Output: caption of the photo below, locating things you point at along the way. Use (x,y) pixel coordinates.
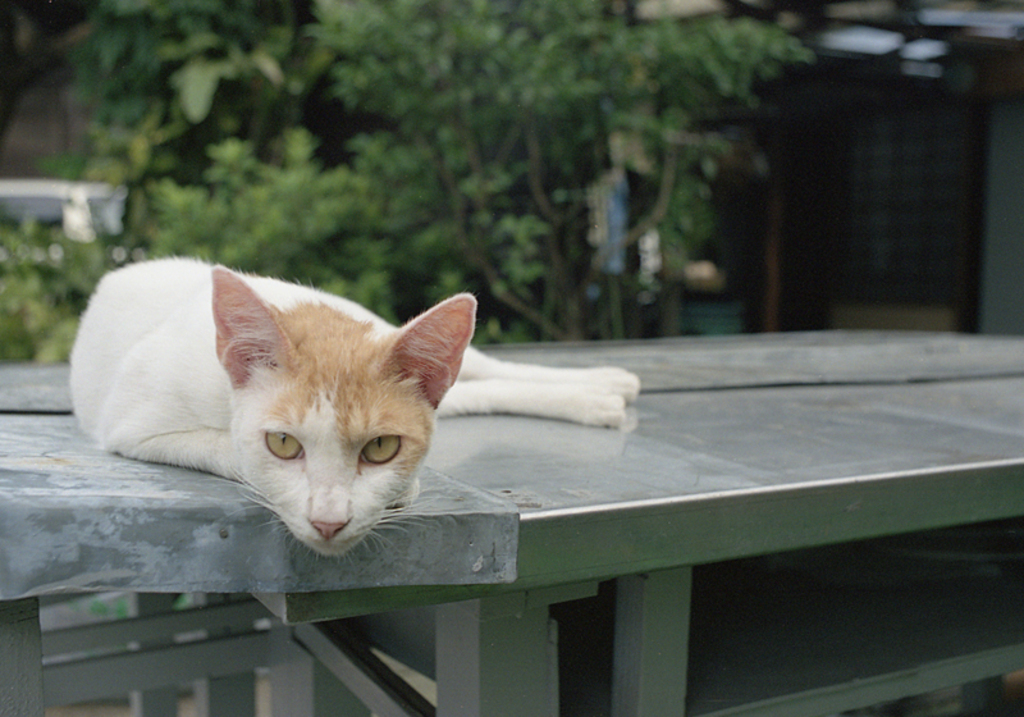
In this image there is a cat (240,427) laying on the bench (742,523). In the background (364,195) there are trees (374,178).
